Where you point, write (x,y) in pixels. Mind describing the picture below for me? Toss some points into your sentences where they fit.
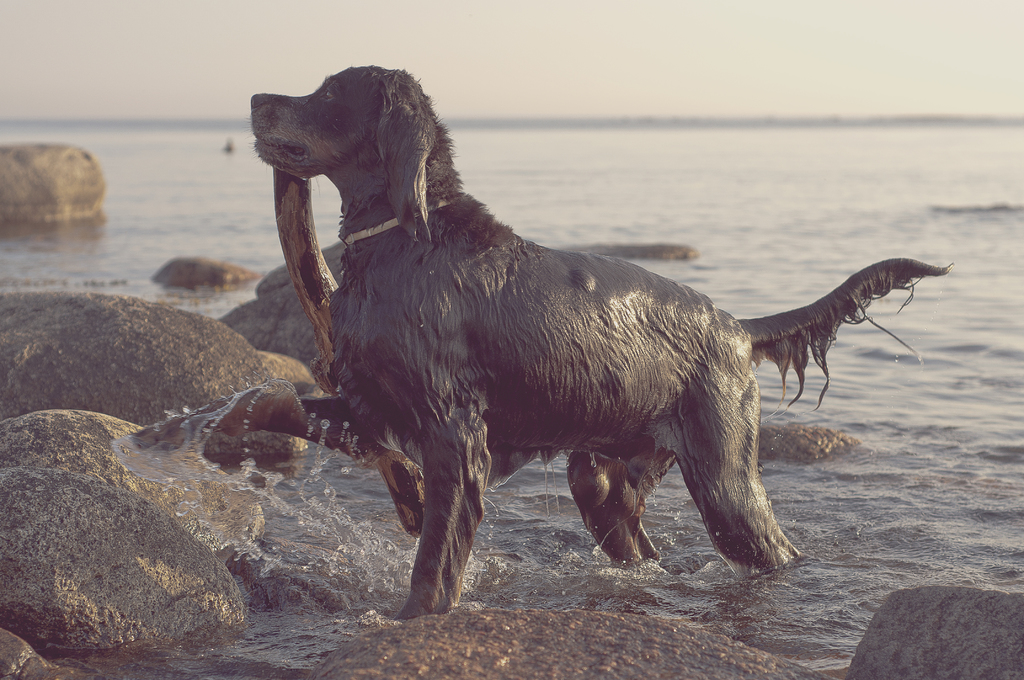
In this image there is a dog (401,198) holding a stick (327,323) in its mouth (314,169) and standing in a sea (654,191), on the left side (151,340) bottom there are rocks (203,364).
